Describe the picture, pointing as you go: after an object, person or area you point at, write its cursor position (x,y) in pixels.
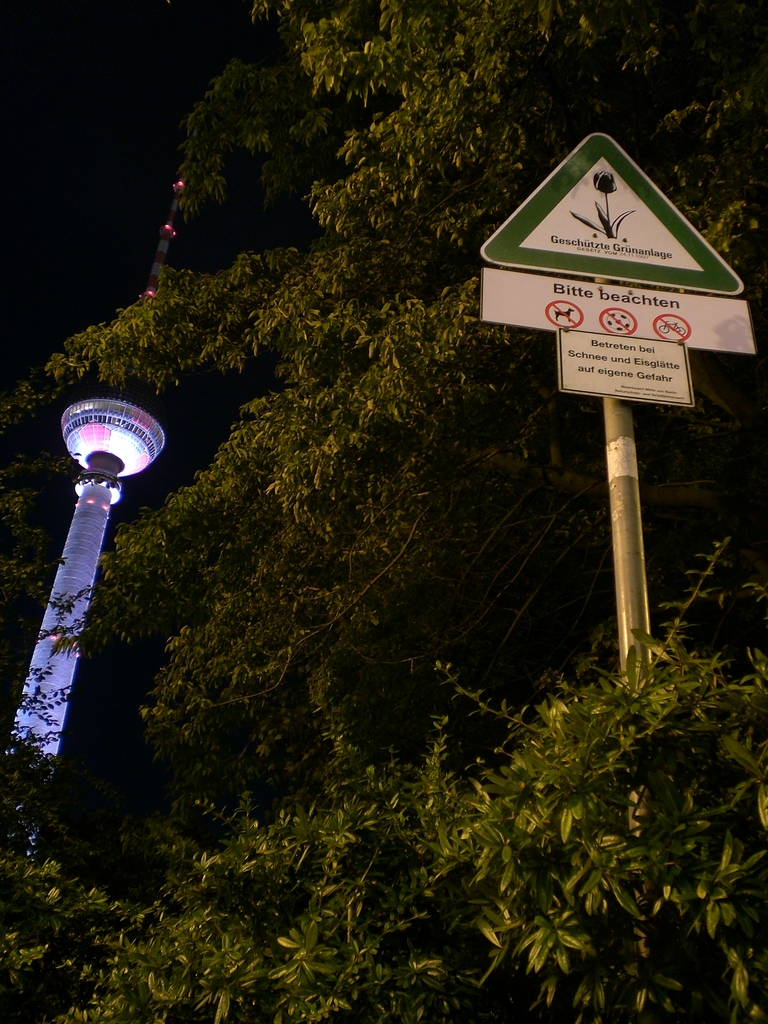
In this picture we can see a tower (89,553), trees (293,587) and a pole (628,485) with the boards (600,260). Behind the tower (47,702) there is the dark background (92,90).
